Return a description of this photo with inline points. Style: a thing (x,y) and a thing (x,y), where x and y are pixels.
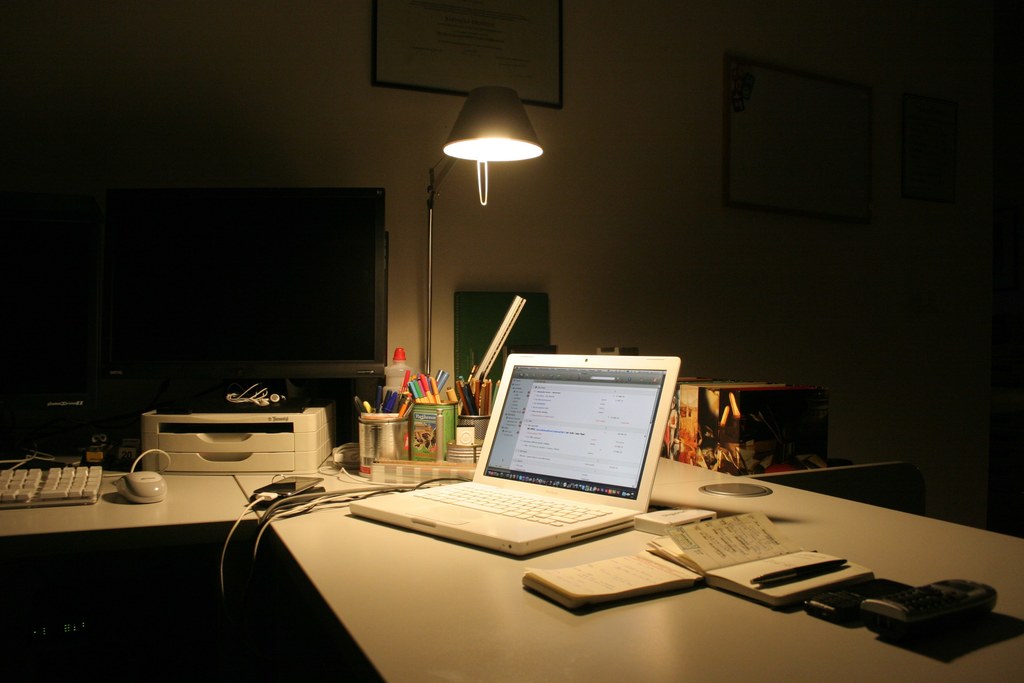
In this image I see a table (303,533) on which there are 2 screens (6,217), a keyboard (91,483), a mouse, few pens (445,370), a laptop (396,495), books (757,436), a pen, a remote (907,597) and other things (838,599) and I can also see a lamp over here. In the background (625,226) I see the wall (165,159) and there are 3 frames (423,46) on it.
